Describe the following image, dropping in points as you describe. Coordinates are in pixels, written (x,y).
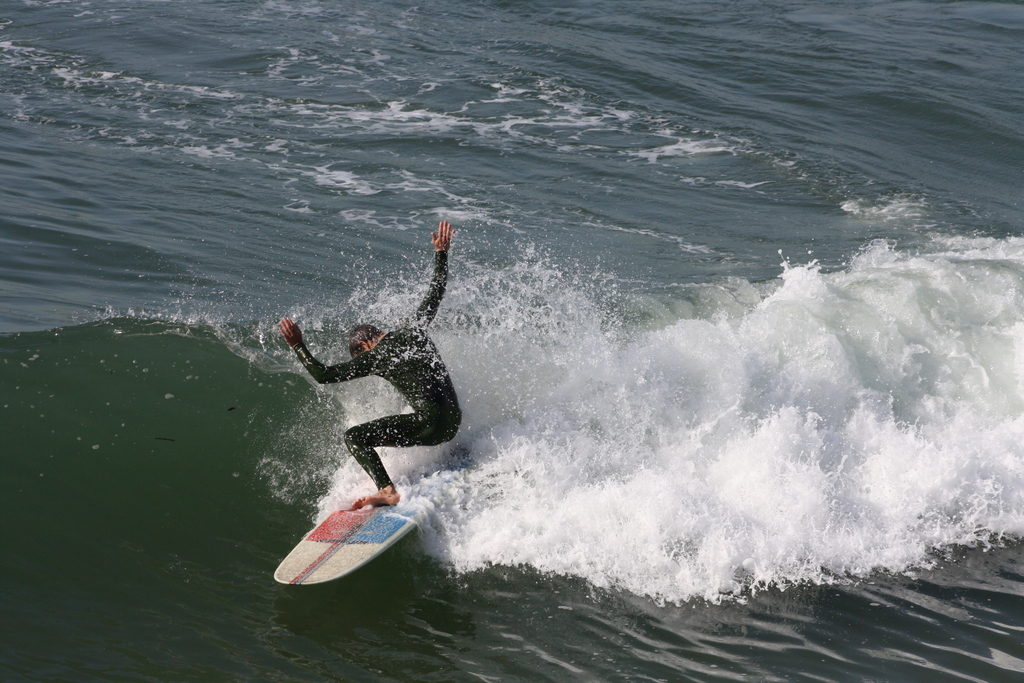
In the image a person (412,385) is doing surfboarding on water (330,484).
